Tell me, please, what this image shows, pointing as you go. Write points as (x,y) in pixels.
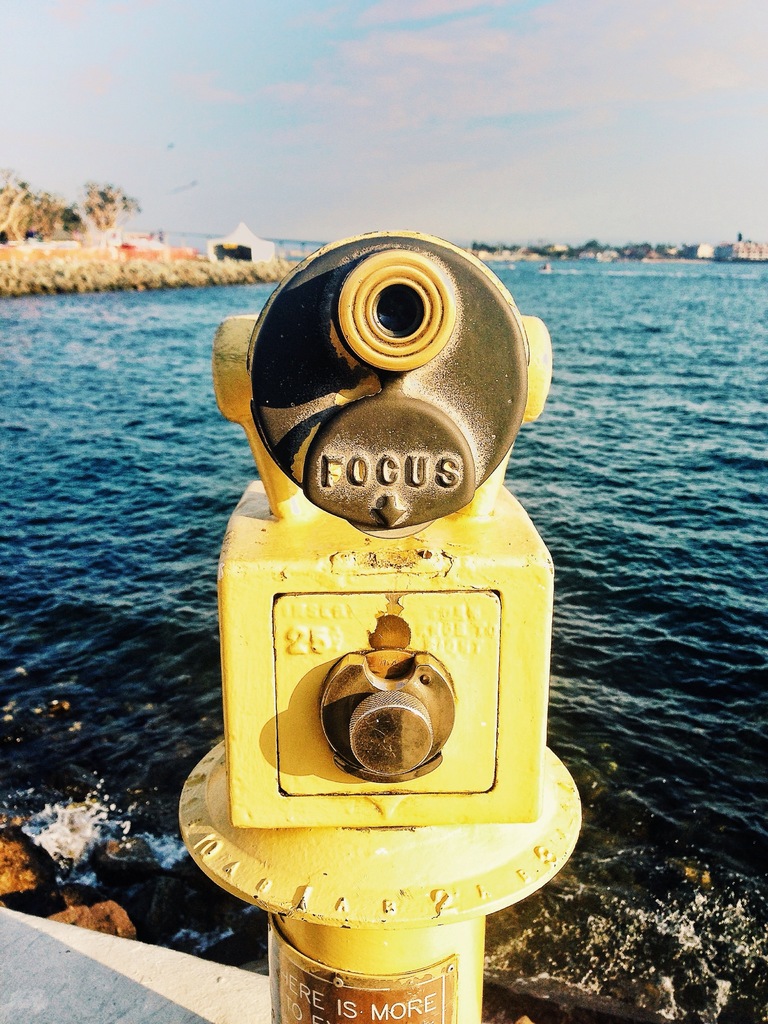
In the foreground of the picture (244,813) there is a telescope (329,772) or camera like object (376,749). In the center of the picture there is a water body (75,607). In the background (45,210) there are trees (25,210) and buildings (739,252).
